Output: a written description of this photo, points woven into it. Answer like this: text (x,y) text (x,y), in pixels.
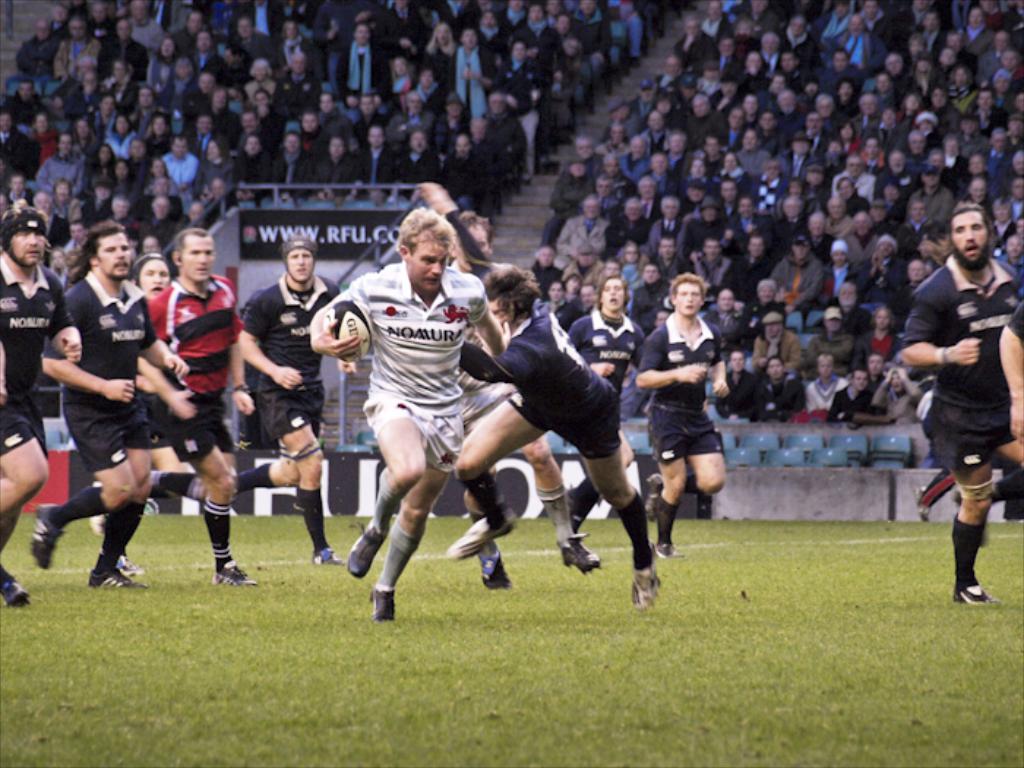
In this picture we can see a group of sports people (179,394) on the floor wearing jerseys (184,299) and behind them there are some people (481,74) sitting on the chairs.
